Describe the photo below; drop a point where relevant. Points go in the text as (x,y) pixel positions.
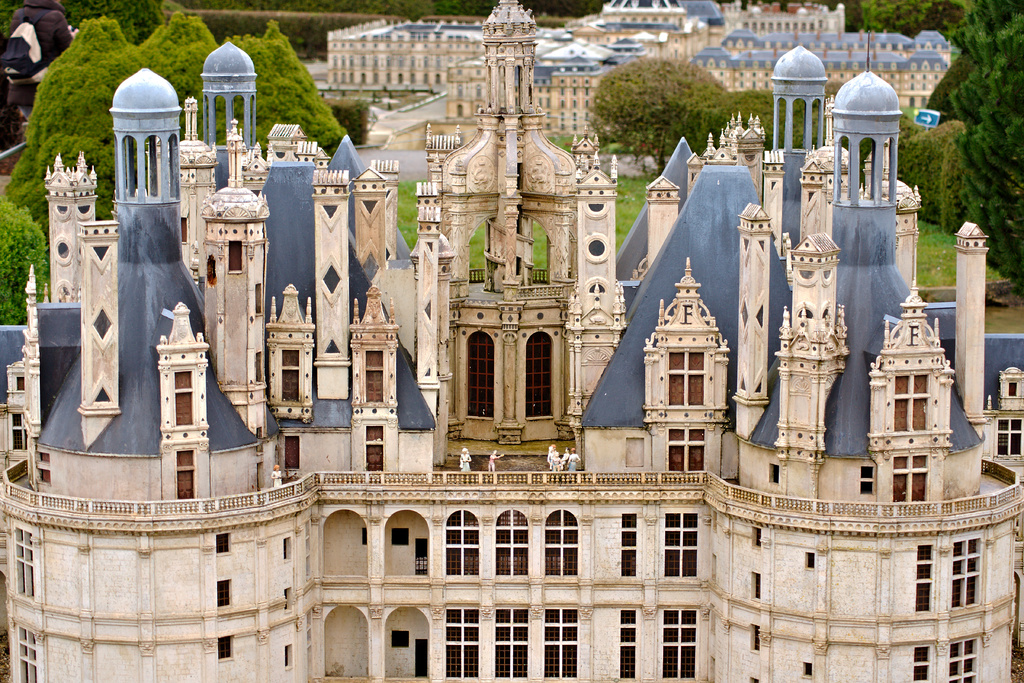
In this picture I can see the castle (492,281). I can see trees (347,100). I can see green grass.
